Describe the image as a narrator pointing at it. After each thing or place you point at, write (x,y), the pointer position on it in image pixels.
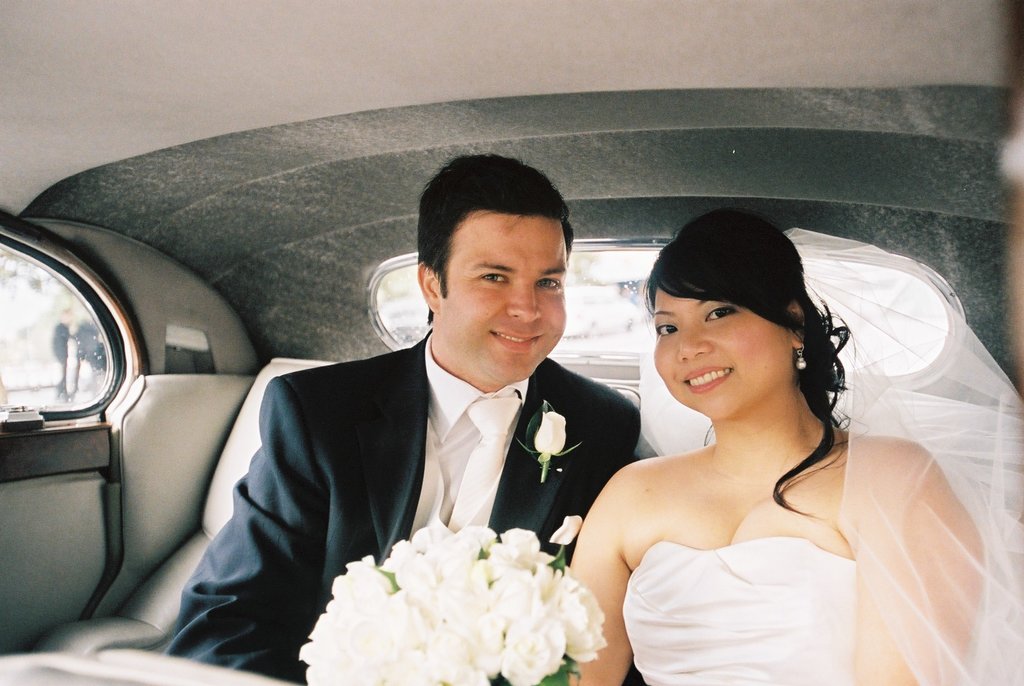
in this image i can see two people (351,474) sitting in the car (188,524). they are holding a white flower bouquet (497,614). the woman (588,562) at the right (754,621) is wearing white dress (795,656) and smiling. the man (368,466) at the left (341,466) is wearing black suit (334,466) with white tie (486,446) and white shirt (453,446).
